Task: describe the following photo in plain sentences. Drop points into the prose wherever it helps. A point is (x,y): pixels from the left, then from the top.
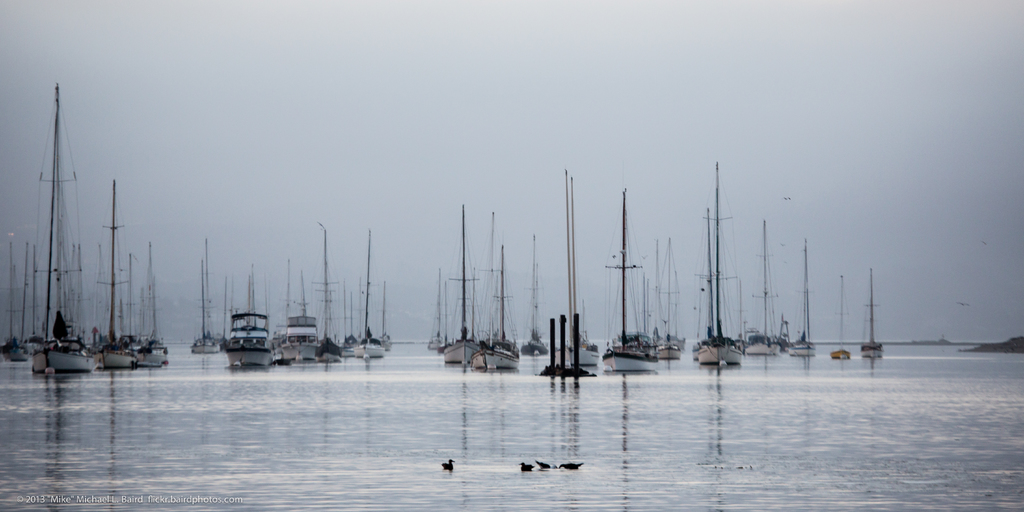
In this image I can see boats (631,347) and birds (524,466) on the water (441,406). In the background (380,218) there is sky (217,134) and in the bottom left corner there is a watermark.
